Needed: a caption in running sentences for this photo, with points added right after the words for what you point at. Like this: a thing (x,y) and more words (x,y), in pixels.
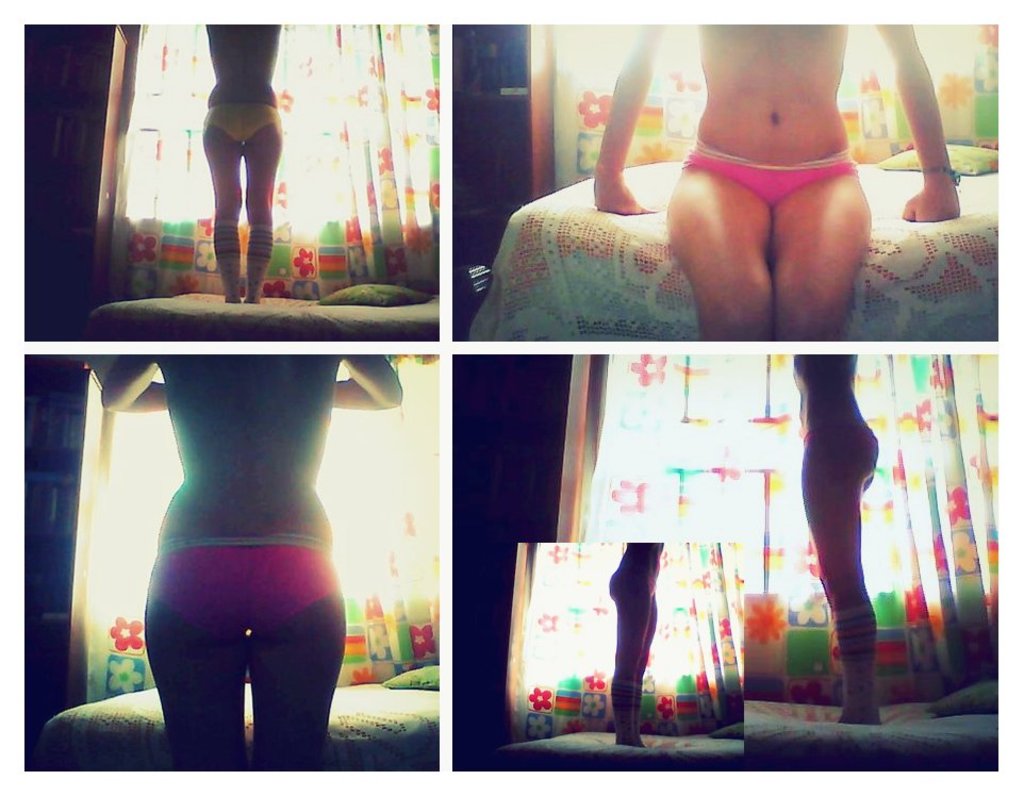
This looks like a collage and edited image. I can see a person (629,720) standing on the bed (279,319). This looks like a colorful curtain (740,481) hanging. Here is a person (810,305) sitting on the bed (907,258). I can see a pillow (400,296).
